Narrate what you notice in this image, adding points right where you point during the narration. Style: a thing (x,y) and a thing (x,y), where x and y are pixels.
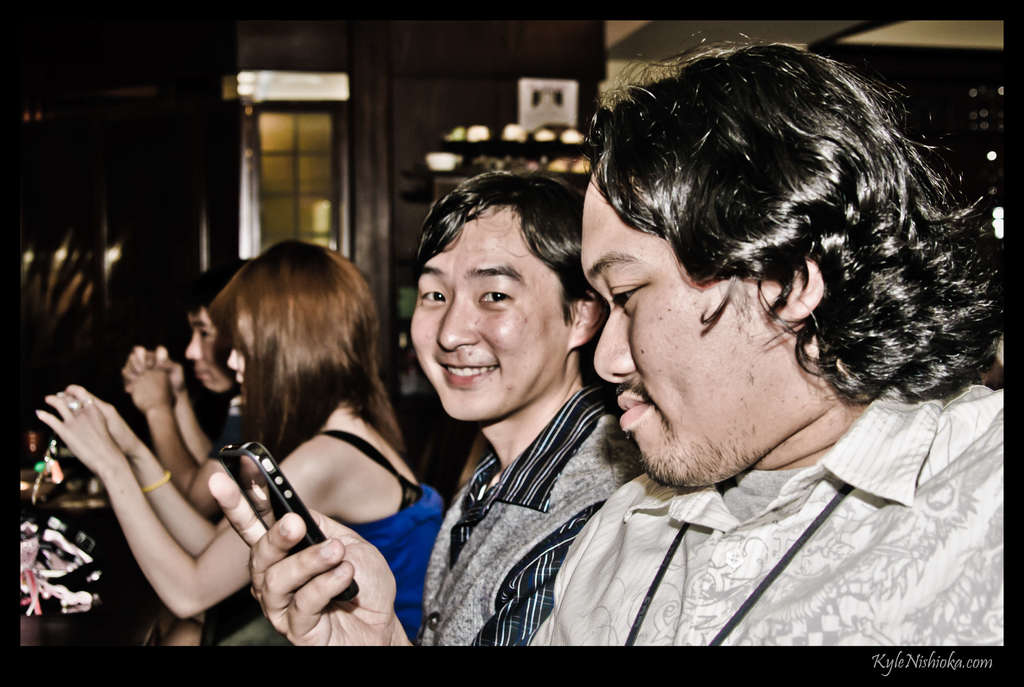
In this picture I can see few people (660,462) are sitting and holding mobiles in hands (269,557).
